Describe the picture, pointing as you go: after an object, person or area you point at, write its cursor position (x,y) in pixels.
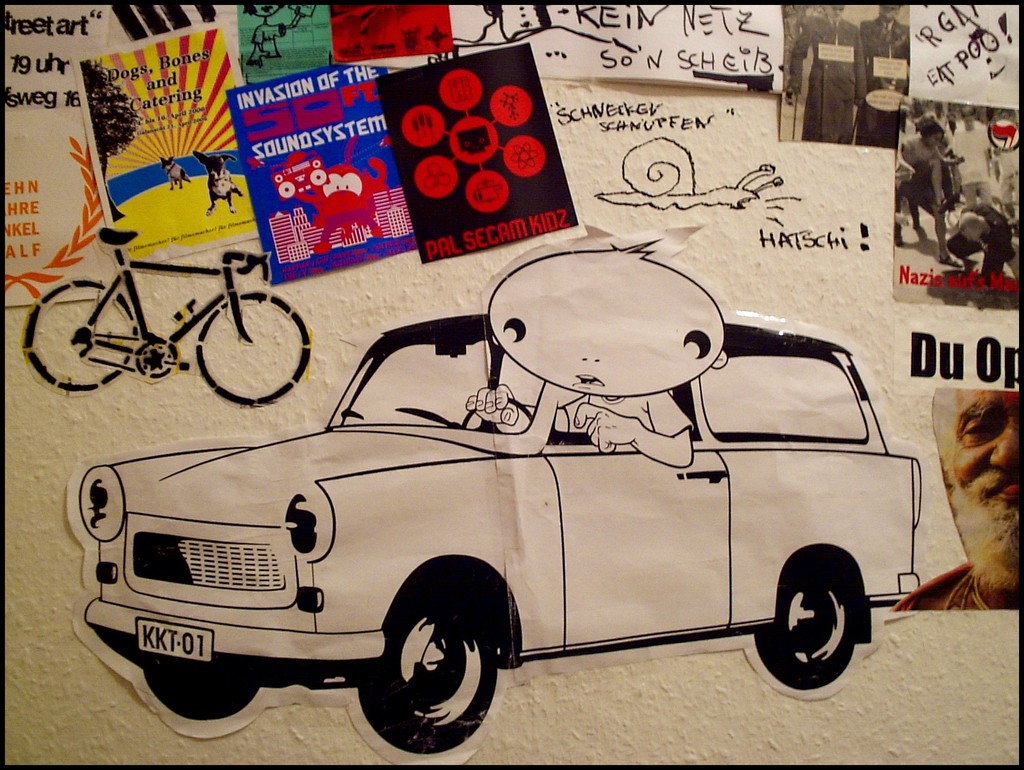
In this image we can see posters (820,389) on the wall (777,269). On the posters (445,515) we can see pictures (922,581) and text (377,82) written on it.
